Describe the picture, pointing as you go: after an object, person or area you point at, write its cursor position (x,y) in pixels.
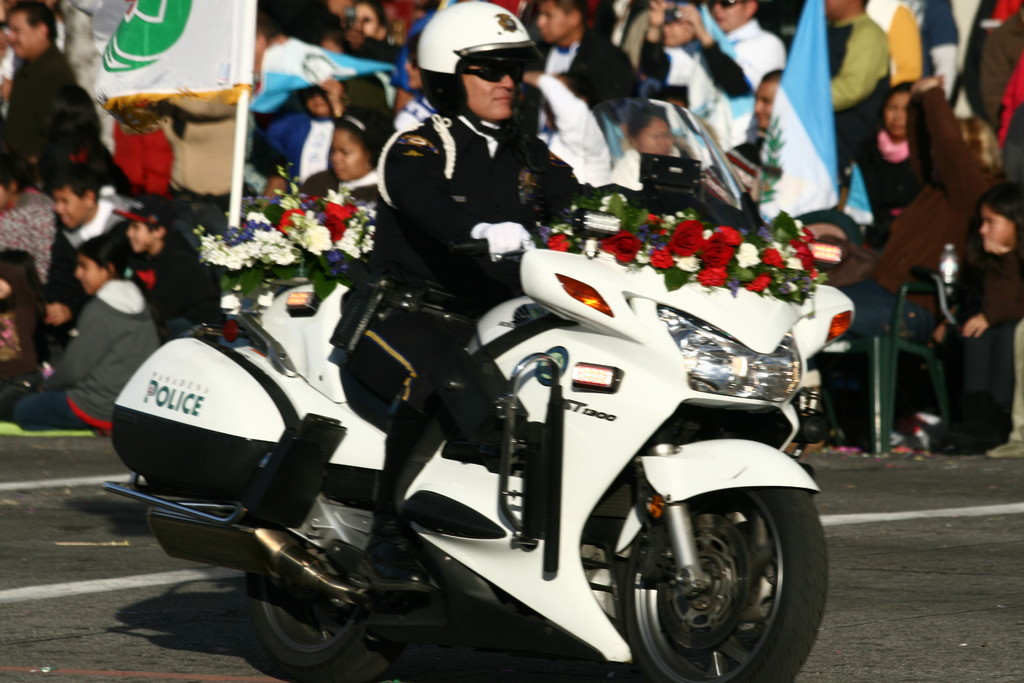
In the middle (554,373) there is a man (416,359) he is riding bike (465,539). In the background (815,183) there are many people (937,162) and flag (243,69).
